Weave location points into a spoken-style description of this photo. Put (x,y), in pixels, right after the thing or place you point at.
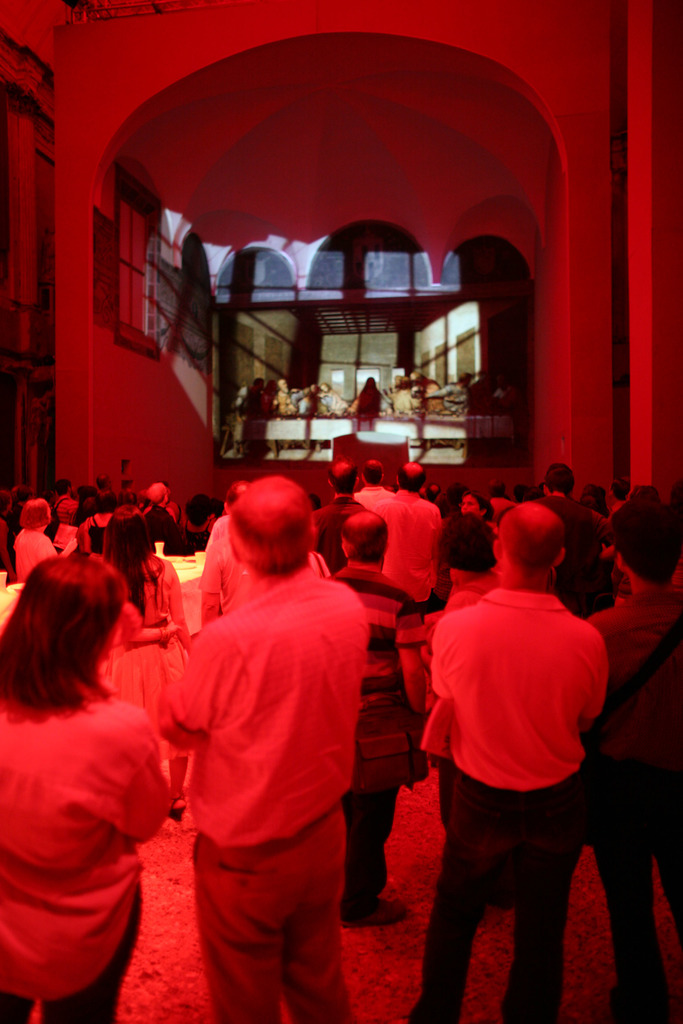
At the bottom of the image (74,778) there are people (263,774) standing. In the background of the image (180,220) there is a wall (176,362). There is a screen (386,351). At the top of the image (250,107) there is ceiling (403,55).
